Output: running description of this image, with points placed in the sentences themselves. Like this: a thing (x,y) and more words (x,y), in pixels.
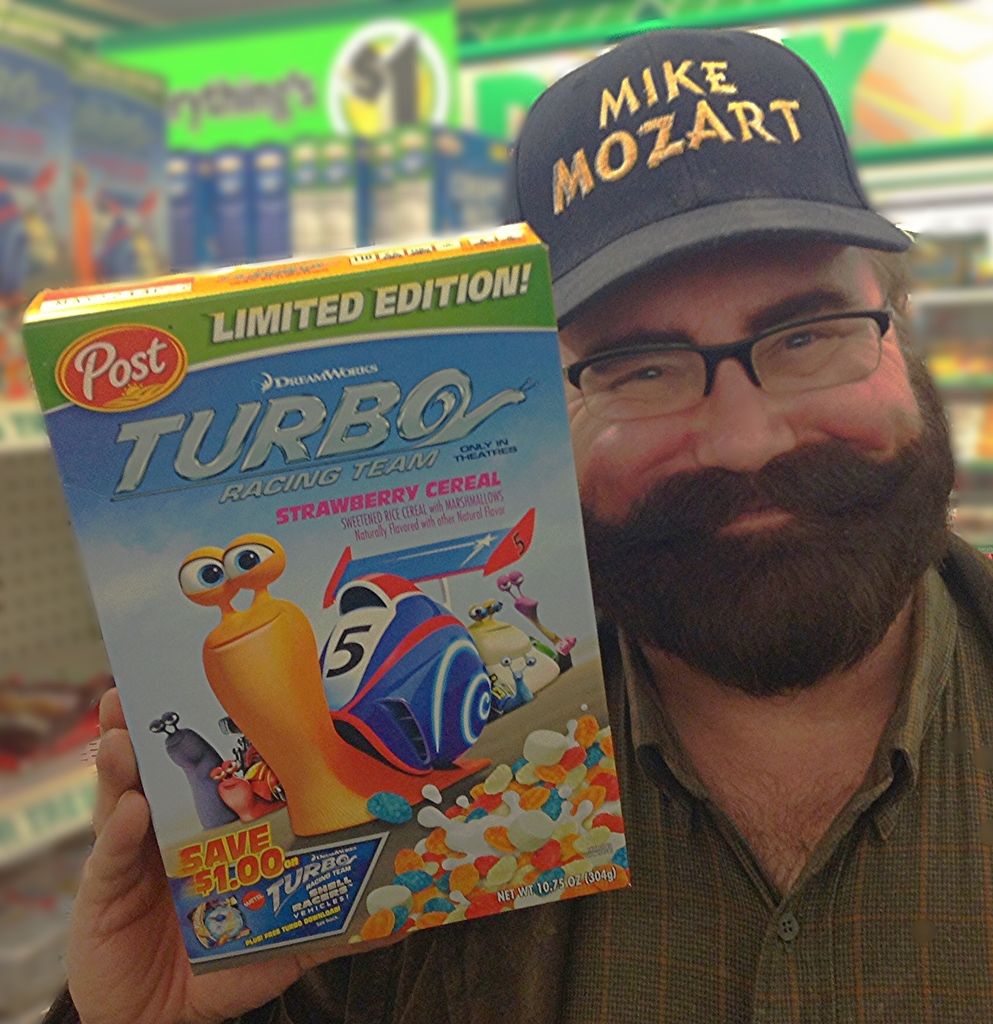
In this image we can see a person (770,738) holding a box (267,716) with some pictures (465,739) and text (388,403) in his hand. In the background (365,238), we can see some objects (137,261) placed in racks (69,784) and a board (434,74) with some text (377,61).
